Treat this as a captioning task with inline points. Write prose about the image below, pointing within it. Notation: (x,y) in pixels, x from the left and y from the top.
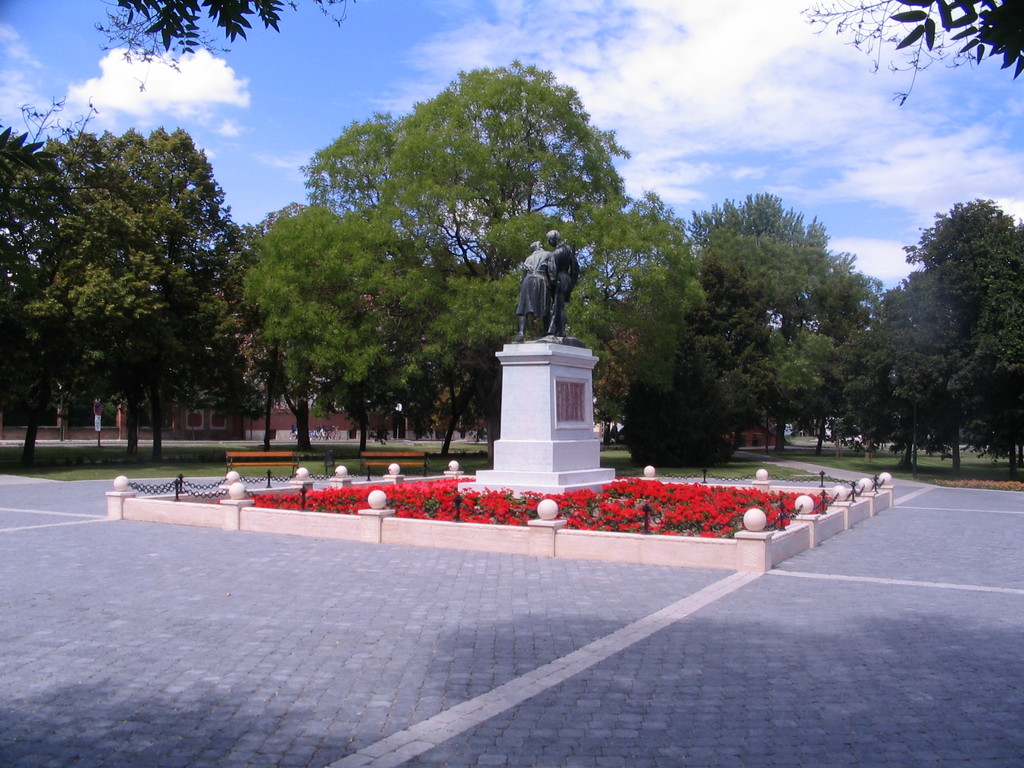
Here we can see flowers (642,512), bulbs (124,487) and memorial stone (557,463). On this memorial stone (588,433) there is a statue (564,288). Background (281,277) we can see building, trees (452,115) and sky (723,35). These are clouds (695,73).
